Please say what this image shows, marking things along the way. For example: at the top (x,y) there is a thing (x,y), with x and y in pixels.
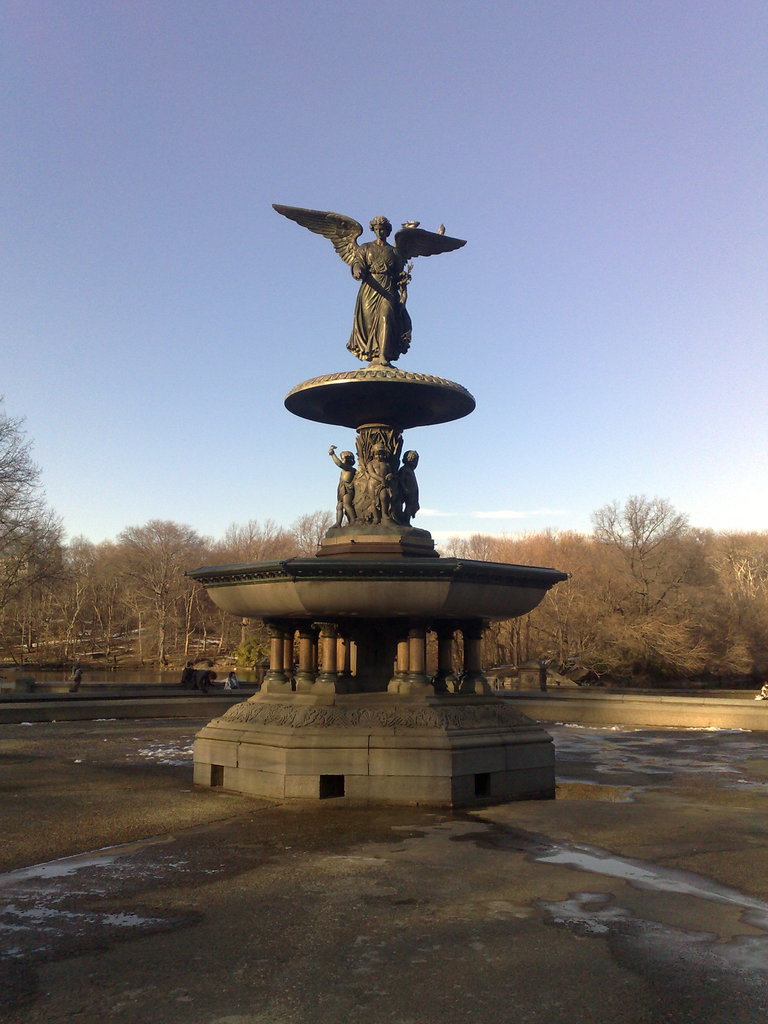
In this image I can see a fountain (365,535). In the background (45,578), I can see the trees (533,554) and clouds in the sky (127,442).
